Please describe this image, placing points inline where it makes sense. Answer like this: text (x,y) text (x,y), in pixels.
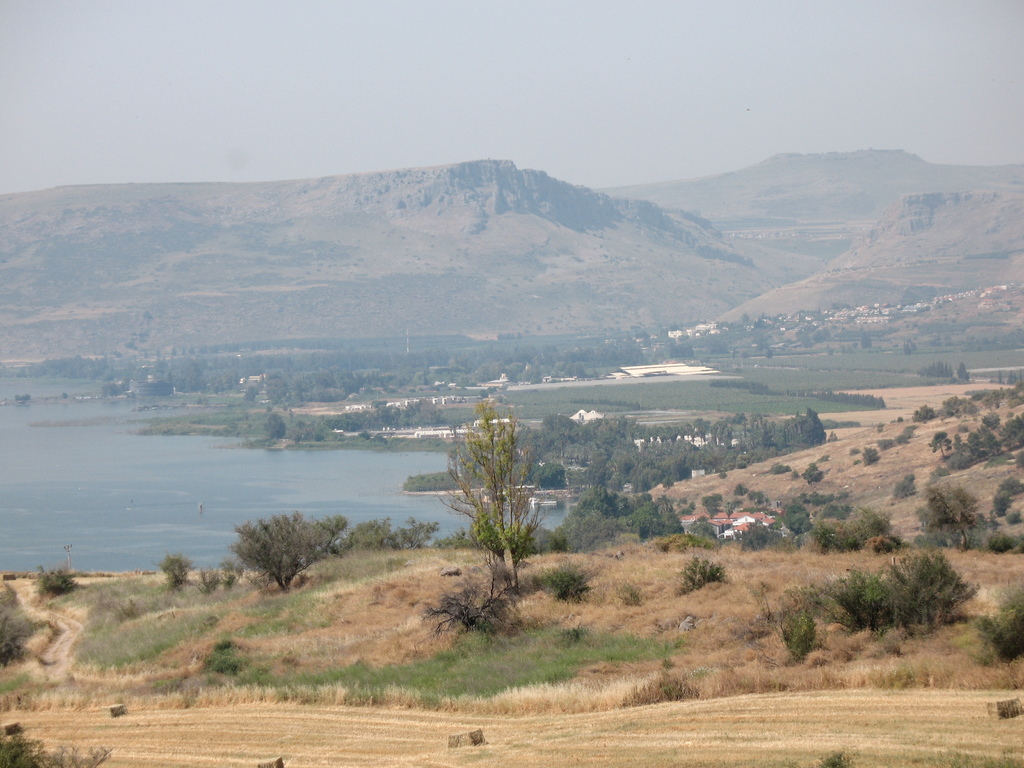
This image consists of trees (481,456) in the middle (616,475). There is water (154,496) on the left side (134,481). There are mountains (454,313) in the middle (533,320). There is sky (572,53) at the top (139,69).
